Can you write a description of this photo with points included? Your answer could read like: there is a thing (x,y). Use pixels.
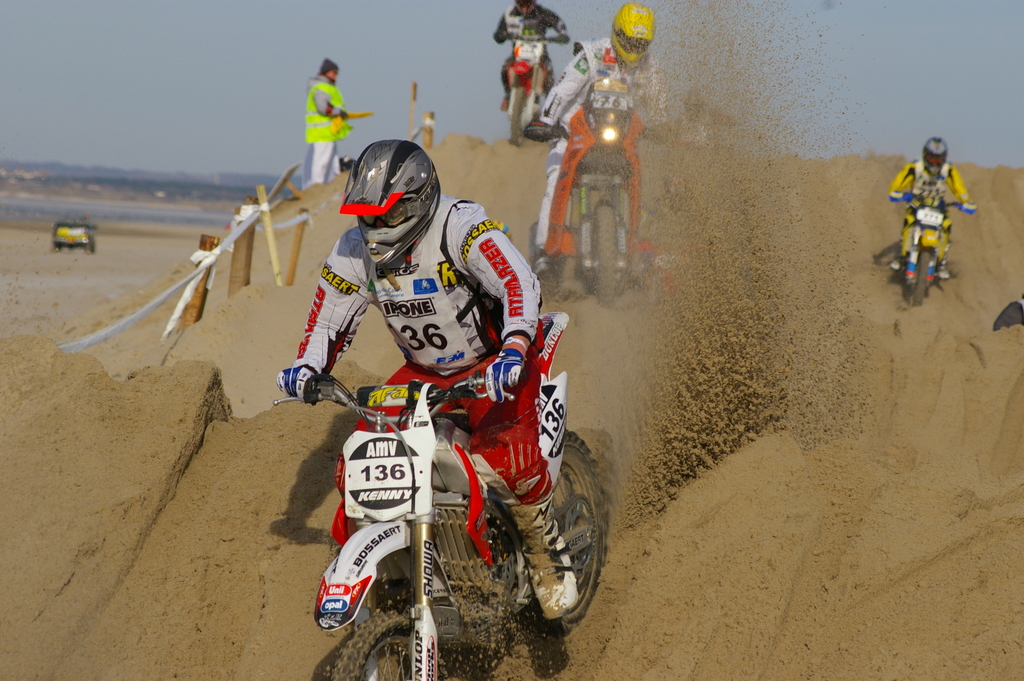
In this picture there some dirt bikers (333,278) riding in the sand (824,596), wearing a white and red color costume dress (456,324) with helmet (404,234). Behind we can see a man (323,134) wearing green color jacket (325,119) is standing in giving the directions.
